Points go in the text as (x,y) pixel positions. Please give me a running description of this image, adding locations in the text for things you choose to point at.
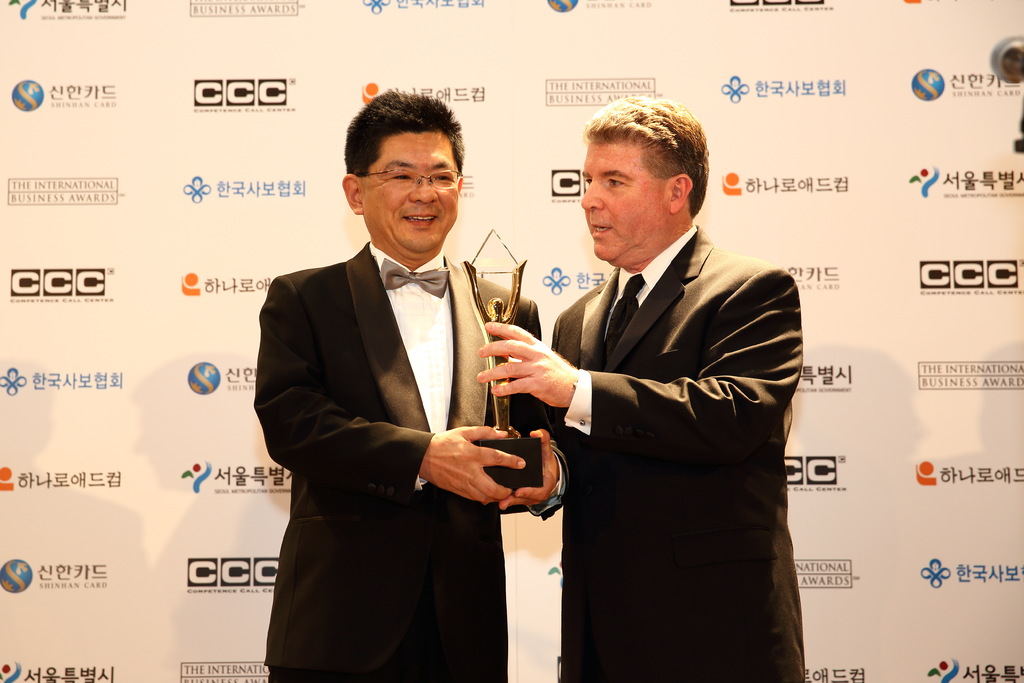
In the center of the image (533,351) two mans (443,374) are standing and holding a trophy (505,431). In the background of the image (148,226) we can see a board (776,243).
